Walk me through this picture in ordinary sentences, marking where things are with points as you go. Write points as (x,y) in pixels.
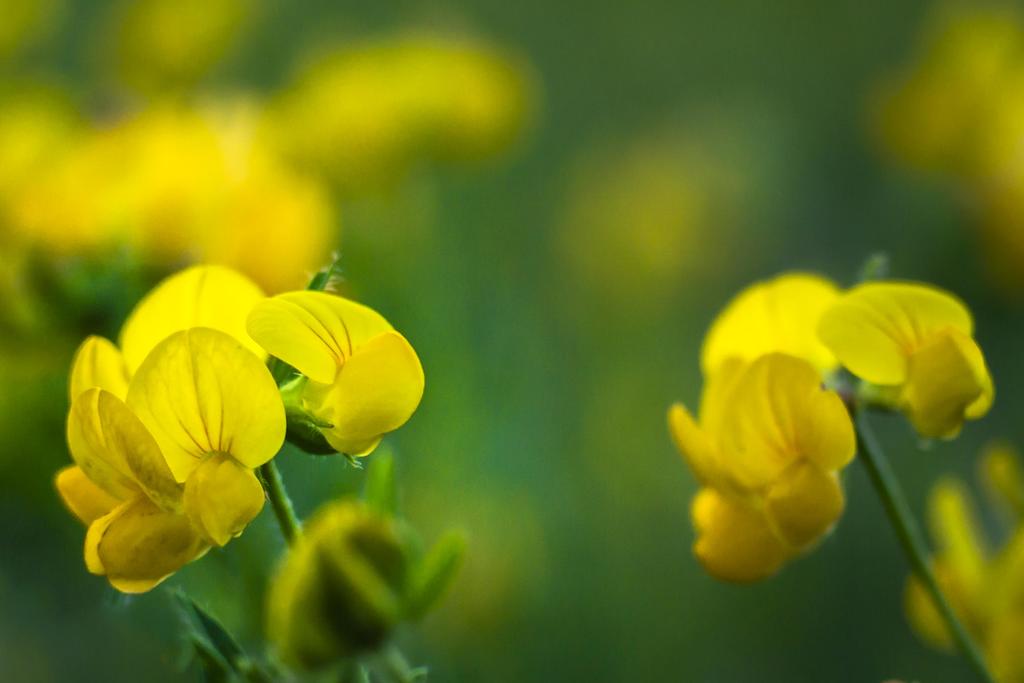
In this image I can see few yellow colour flowers (308,401) and I can see this image is little bit blurry from background (76,195).
